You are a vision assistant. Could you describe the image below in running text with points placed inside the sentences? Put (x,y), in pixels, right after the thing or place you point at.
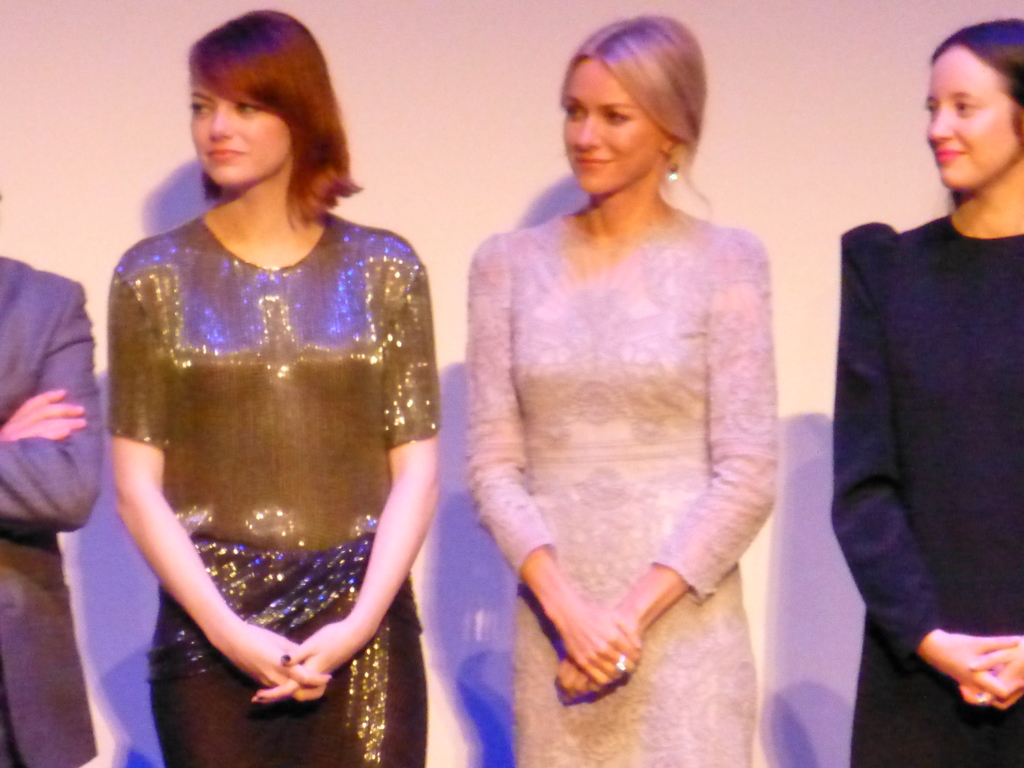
We can see three women (304,581) and a person (74,514) are standing in front of the wall (75,556). In the background (223,4) we can see the wall (152,570).
